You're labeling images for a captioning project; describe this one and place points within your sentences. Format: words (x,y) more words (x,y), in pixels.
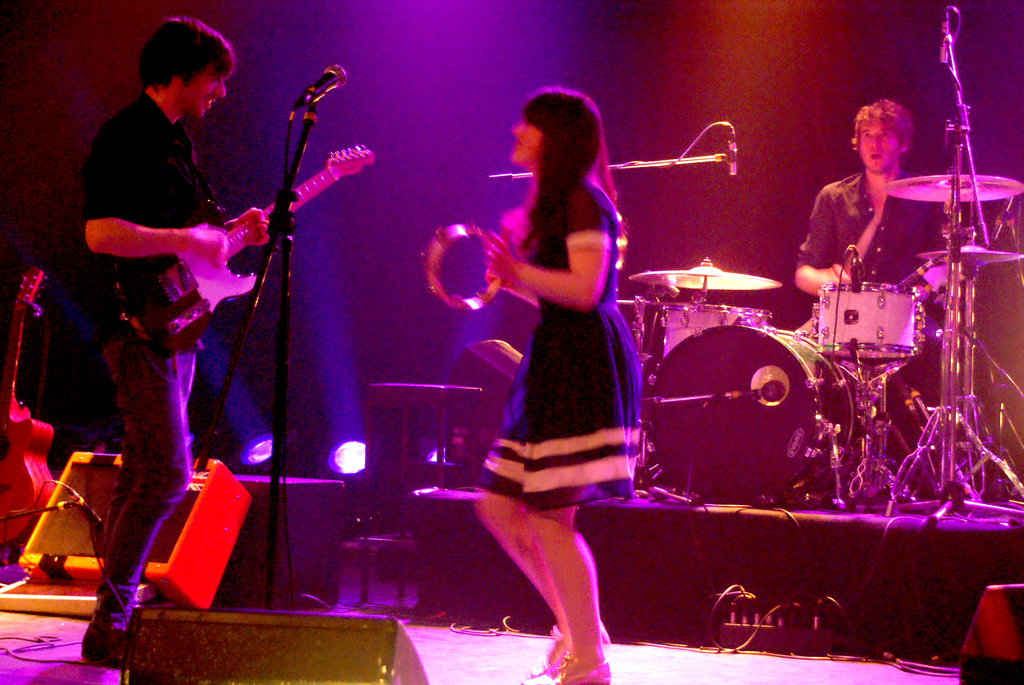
On the left side of the image (133,175) there is a man (130,163) standing and playing a guitar (220,263). There is a lady (577,233) performing before him. There is a mic (270,555). At the bottom (248,626) there is a speaker (306,650). In the background (840,388) there is a man (875,126) playing a drum (846,307).
